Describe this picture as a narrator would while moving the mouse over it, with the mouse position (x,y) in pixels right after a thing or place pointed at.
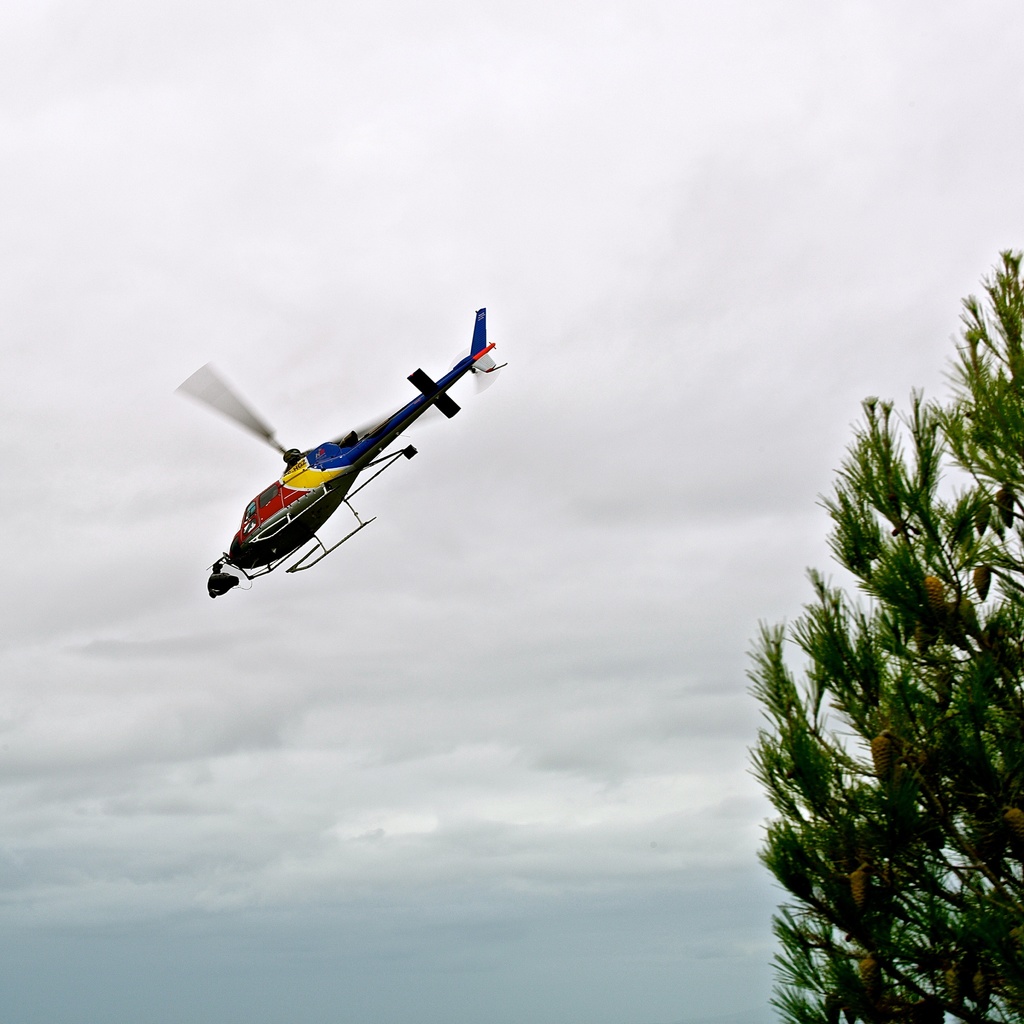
In this image on the right side (911,751) there are leaves (909,749). In the center (371,466) there is a helicopter (317,469) flying in the sky (482,598) and the sky (516,574) is cloudy.
